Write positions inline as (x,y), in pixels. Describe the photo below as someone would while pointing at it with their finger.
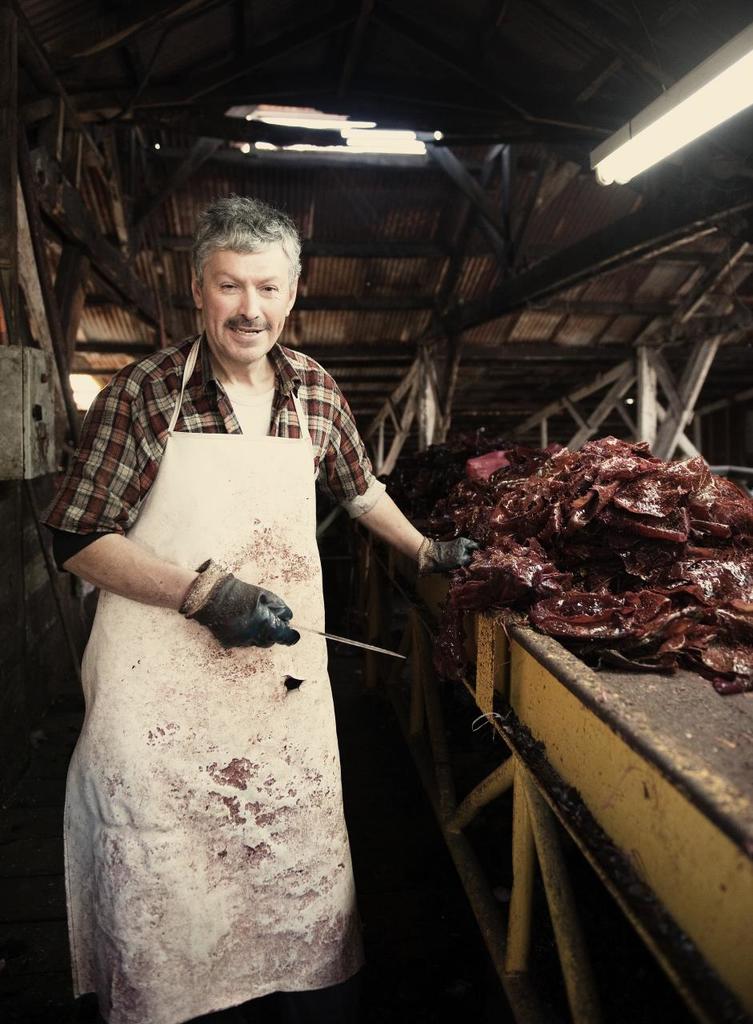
This image is taken indoors. At the top of the image (235,182) there is a roof (206,158) with iron sheets (487,269) and bars (482,322) and there is a light (626,152). In the background (579,256) there are a few iron bars (429,417). On the left side of the image (181,539) a man (250,516) is standing on the floor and he is holding a knife (368,645) in his hand (246,611). On the right side of the image (592,644) there is a table (556,788) and there is something on the table (663,881).
